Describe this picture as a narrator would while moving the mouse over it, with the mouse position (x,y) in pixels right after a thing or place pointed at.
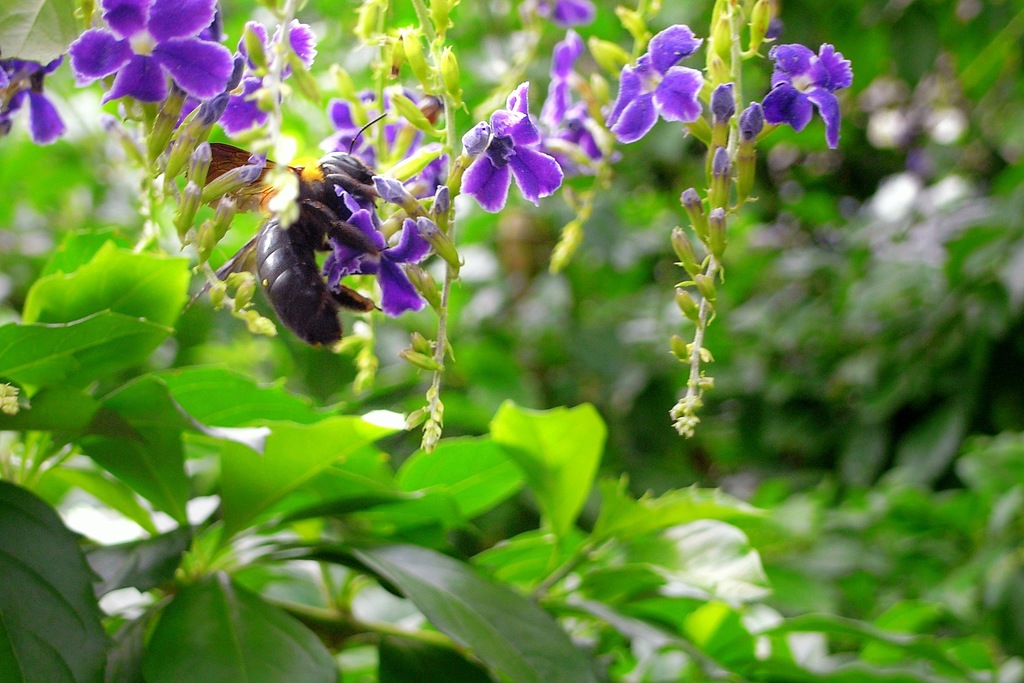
In this picture there is a black bee (347,164) standing on the plant (287,197), beside that we can see purple color flowers (505,147). On the right (767,191) we can see plants (828,306) and trees (891,314).
